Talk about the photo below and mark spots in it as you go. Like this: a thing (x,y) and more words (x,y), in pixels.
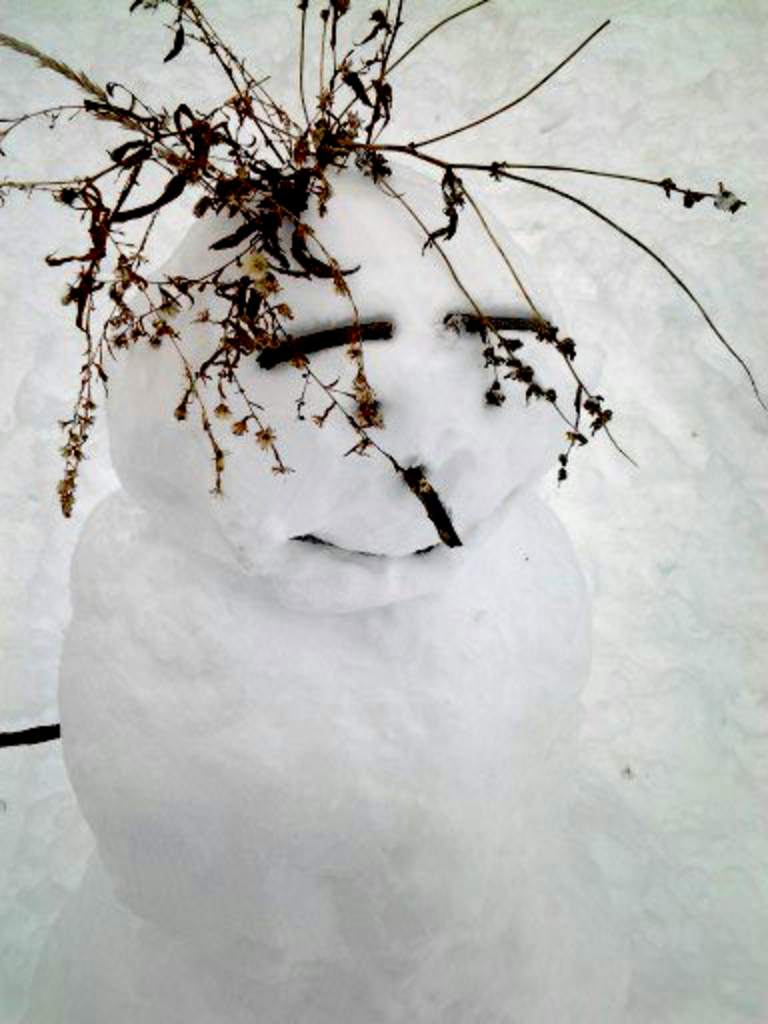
In this picture there is a snowman (431,999). At the top (319,207) we can see twigs (297,245). In the background (86,173) there is snow (24,614).
